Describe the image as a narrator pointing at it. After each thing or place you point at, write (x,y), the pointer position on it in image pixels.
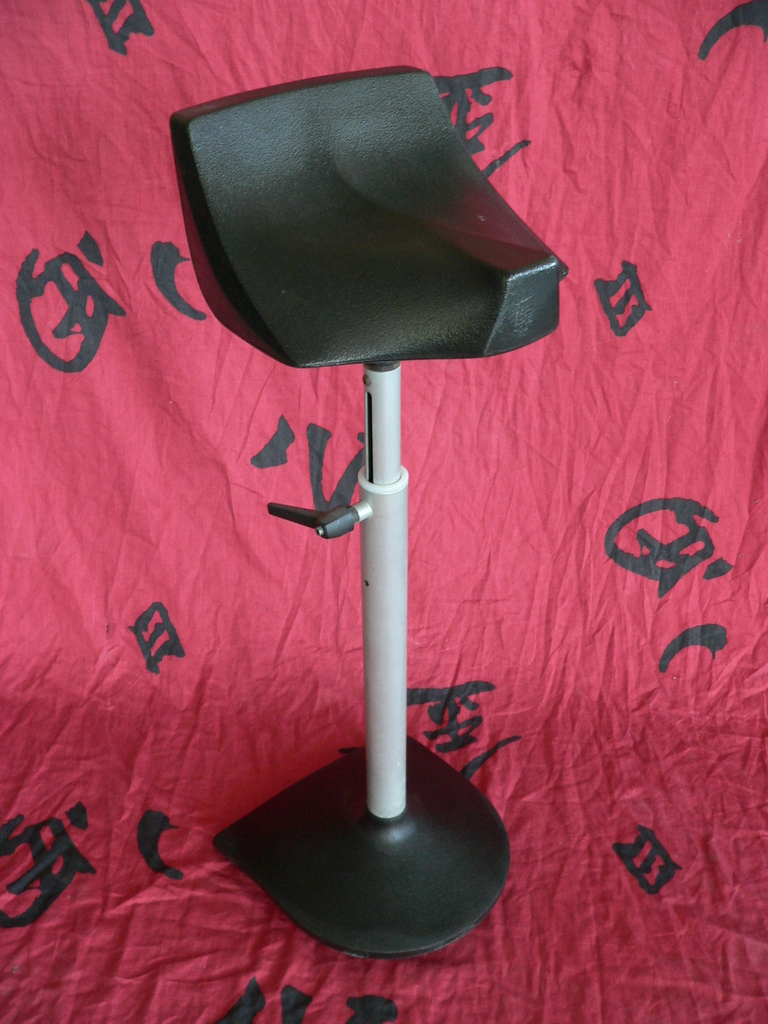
The picture consists of a chair (388,497) and a red color cloth (350,673) with chinese script (58,262) on it.
